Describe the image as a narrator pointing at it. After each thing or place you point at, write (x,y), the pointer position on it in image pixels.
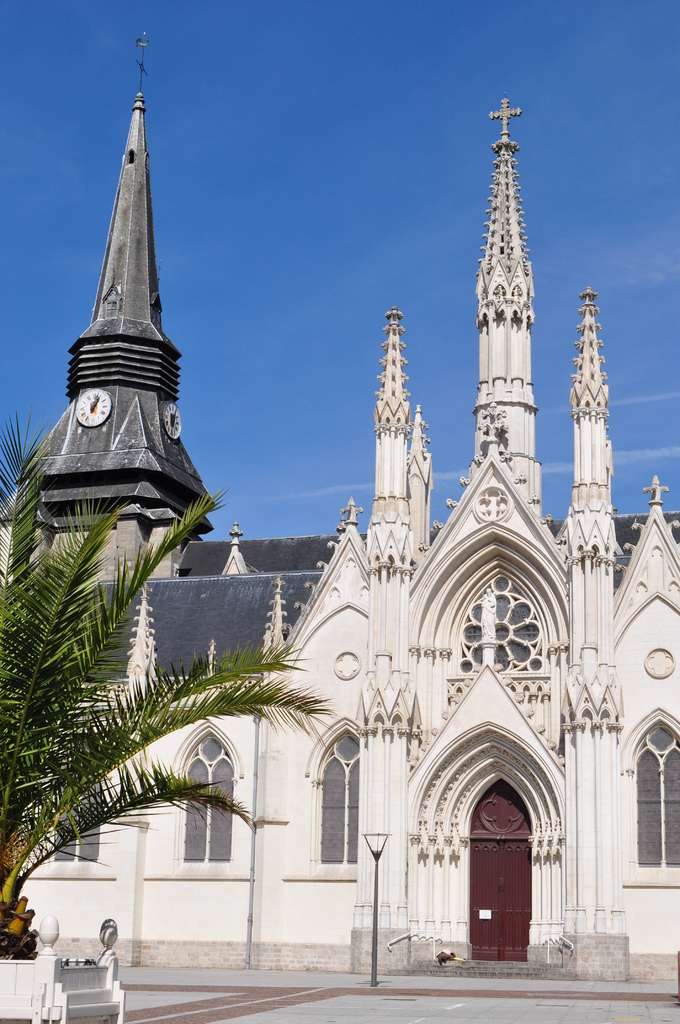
In this image we can see a building (406,913) with door (492,899). Also there are windows (671,749). On the left side (2,815) there is a tree (7,743). In the background (309,149) there is sky (347,156). On the building (142,372) there is a clock (99,406). In front of the building (370,893) there is a light pole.
